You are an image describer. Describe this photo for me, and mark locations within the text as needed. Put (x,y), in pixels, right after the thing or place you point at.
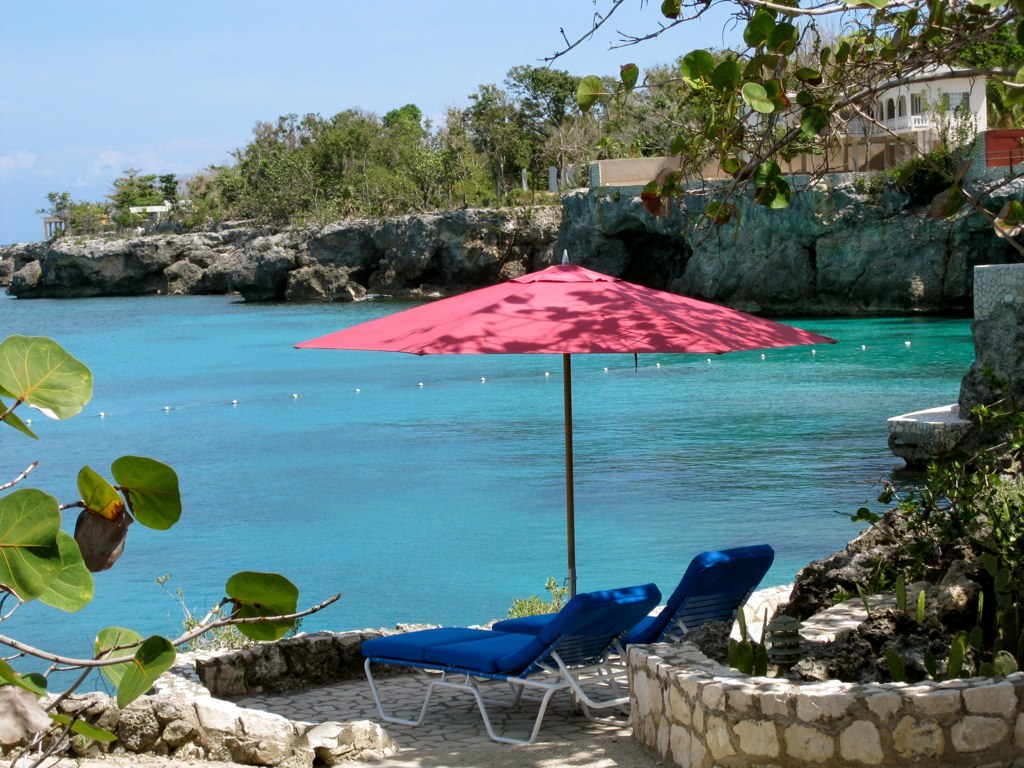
In this image, we can see blue chairs (734,570) on the floor (525,727). Few plants (961,489), trees (1009,81) we can see here. In the middle of the image (538,326), there is an umbrella (574,323) with pole (569,509), water (425,515). Top of the image (943,126), we can see few houses (911,126) with walls (934,119), pillars (892,114). Background (438,73) there is a sky (321,75).
